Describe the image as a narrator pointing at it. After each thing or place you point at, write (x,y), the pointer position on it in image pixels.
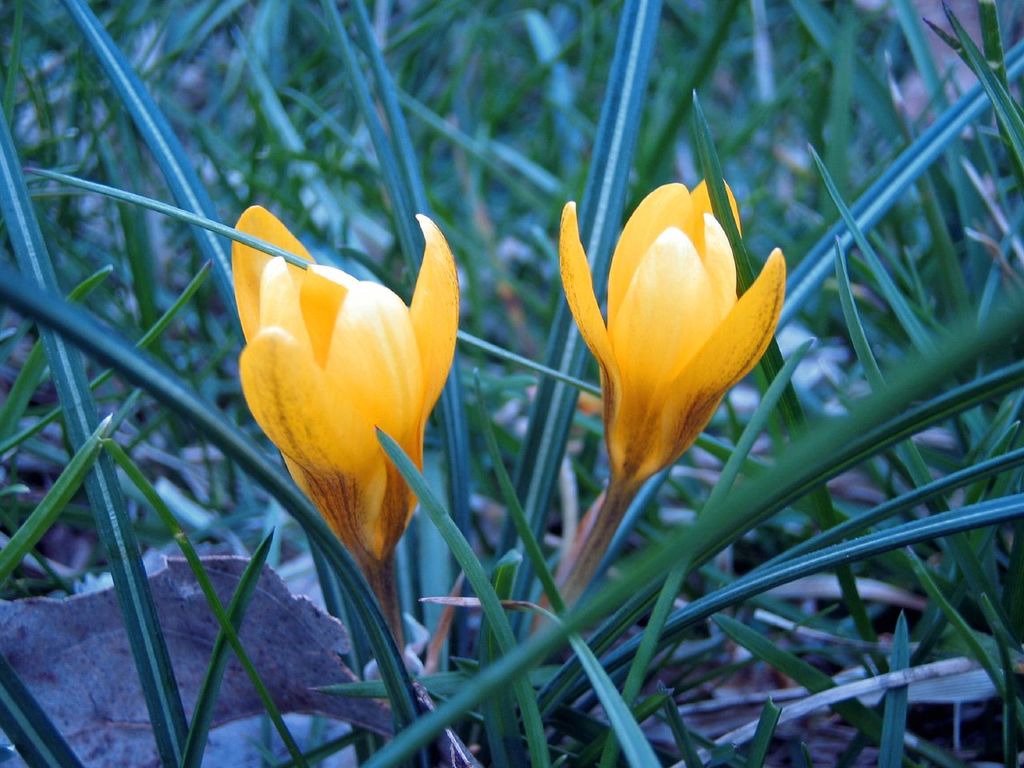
In this image we can able to see some plants (645,188), and there are two flowers (708,388) which are of yellow in color.
